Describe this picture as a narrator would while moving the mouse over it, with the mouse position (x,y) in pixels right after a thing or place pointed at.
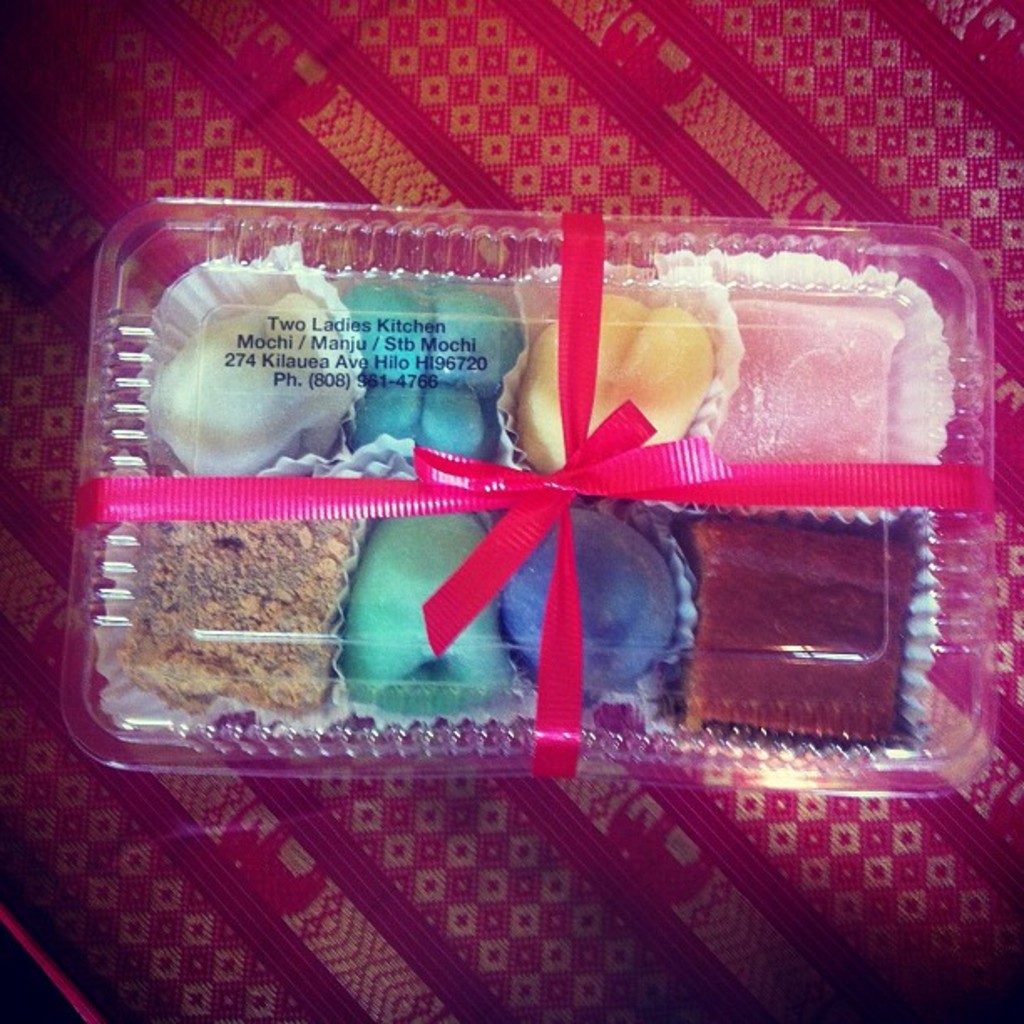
In the image in the center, we can see one table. On the table (737,203), we can see one cloth (580,205) and one plastic box (212,245). And we can see one pink ribbon (594,456) tied to the box (592,470). In the box (944,526), we can see some food items (217,575).
